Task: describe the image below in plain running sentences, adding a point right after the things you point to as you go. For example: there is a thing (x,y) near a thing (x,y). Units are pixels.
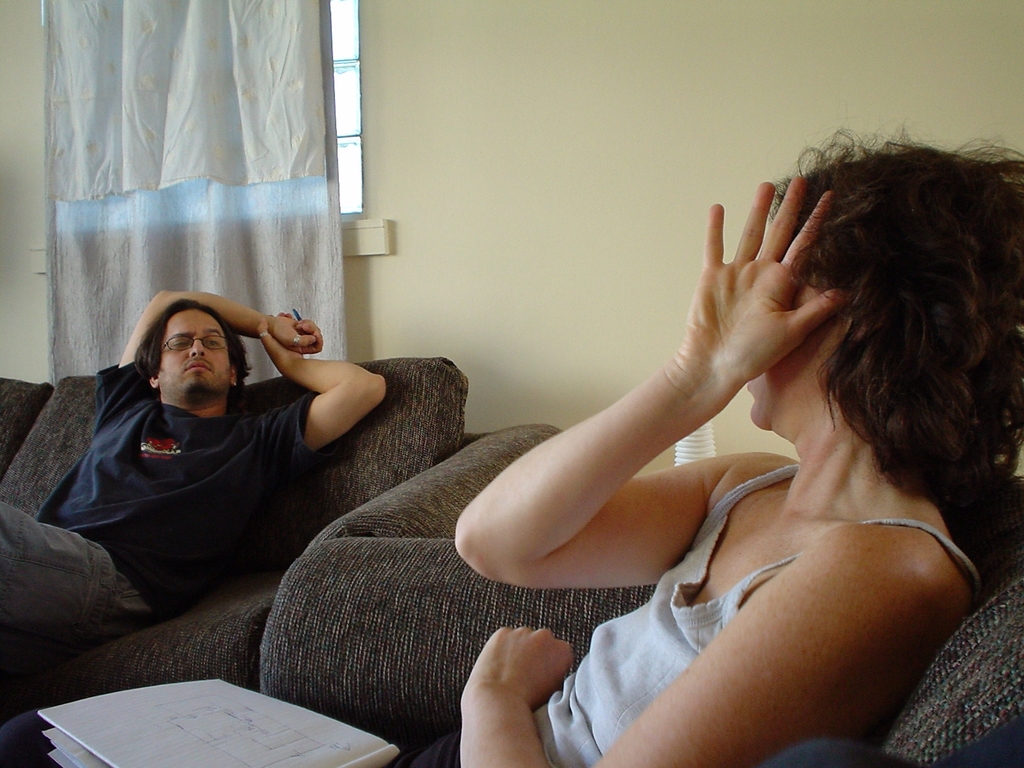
In this picture there is a woman (1003,461) who is sitting on the couch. In front of her I can see the book (111,712) which is kept on her lap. On the left (171,497) there is a man (145,523) who is wearing spectacle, t-shirt (183,505) and trouser (37,596). He is holding a pen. In the top left (311,113) I can see the window (352,86) and white color cloth (292,77).
